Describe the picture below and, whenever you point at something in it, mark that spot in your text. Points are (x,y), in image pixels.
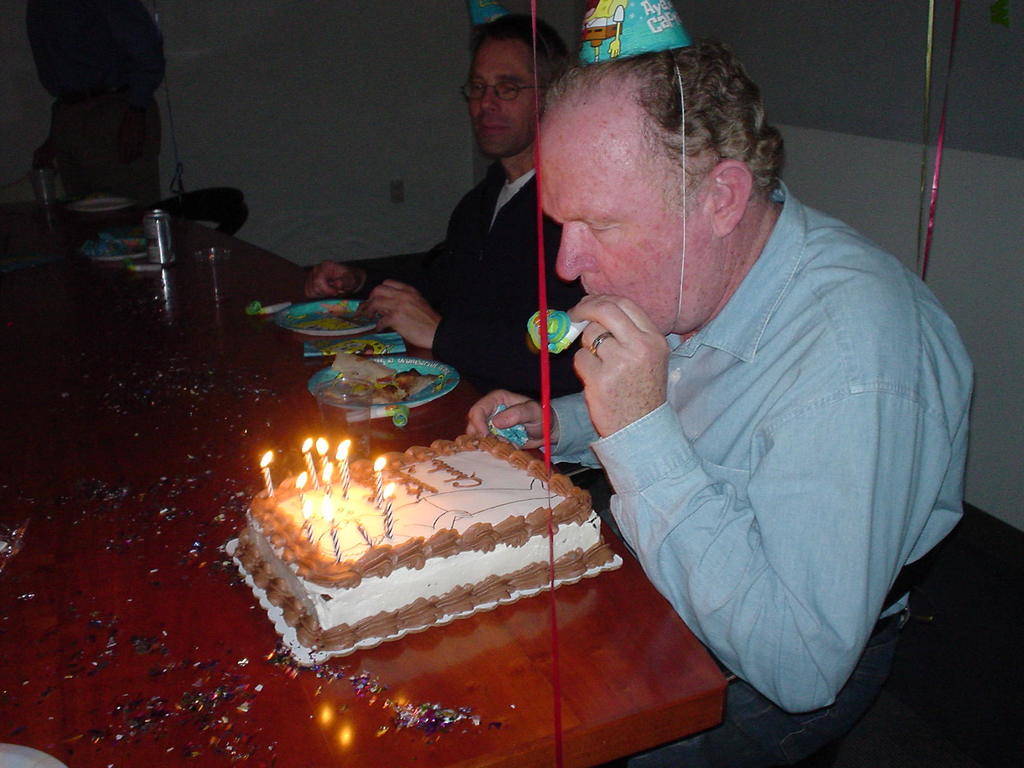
In this image we can see the people (528,233) with the caps (605,59). We can also see the cake (501,530), candles (301,483) with flame (325,440), plates (105,255), glasses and also a tin (146,247) on the table (147,489). We can also see the walls (314,176) and also the floor (984,631).
